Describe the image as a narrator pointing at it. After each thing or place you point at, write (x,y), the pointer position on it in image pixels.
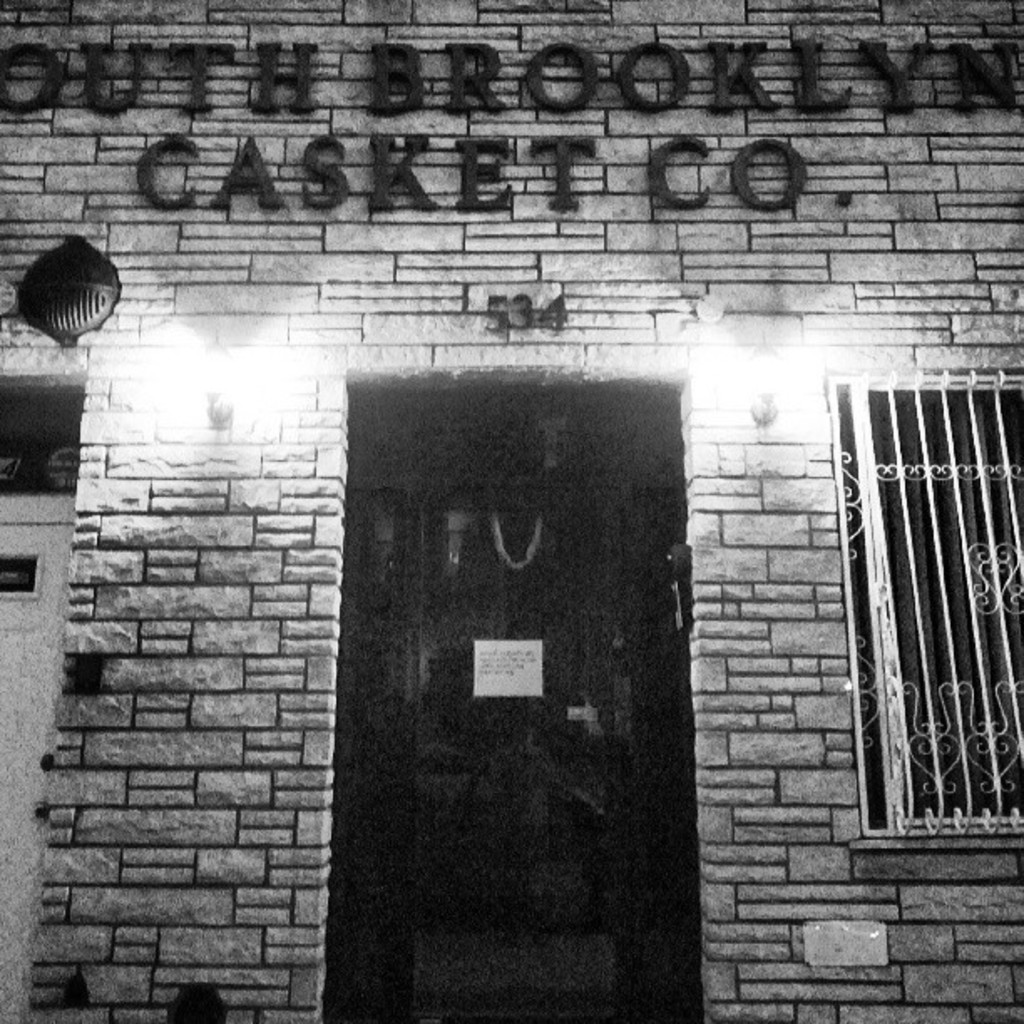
In the image in the center (500,589) we can see building (302,551), brick wall (330,552), doors (491,577), window (975,804), lights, banner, something written on wall (649,231) and few other objects (61,266).
